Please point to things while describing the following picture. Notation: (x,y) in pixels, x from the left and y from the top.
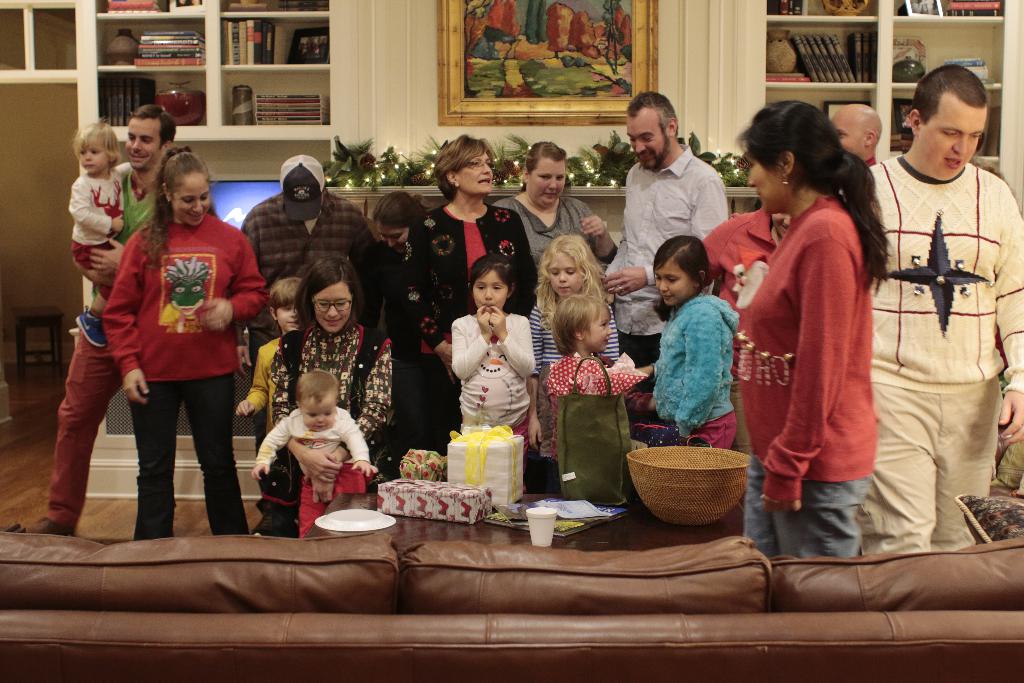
In this picture we can see some people (761,280) are standing, there is a sofa (566,643) at the bottom (555,622), we can see a table (602,529) in the middle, there are gift boxes (500,460), a plate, a cup (545,524), a basket (668,500) and a bag (615,462) present on the table (630,513), in the background (673,58) we can see a wall (721,49) and shelves (846,40), there is a portrait (473,47) on the wall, we can see some books (256,44) and other things (246,104) present on these shelves (810,32), we can also see a screen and plants (615,162) in the background (604,154).
